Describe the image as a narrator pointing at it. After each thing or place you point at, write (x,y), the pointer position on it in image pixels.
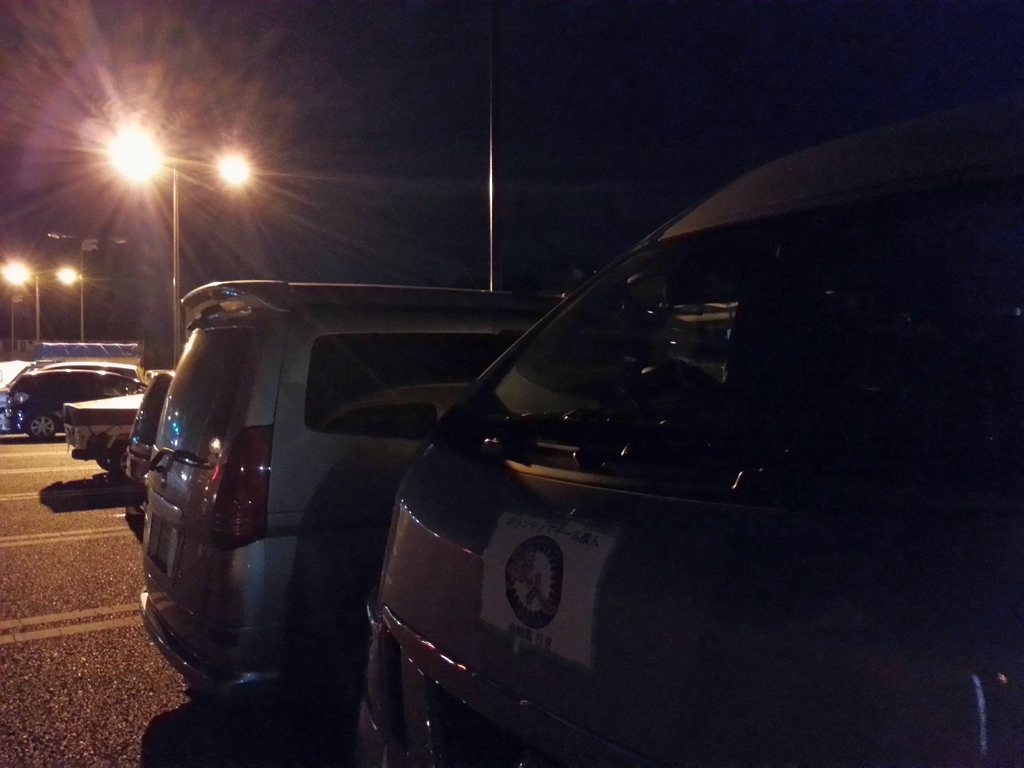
As we can see in the image there are cars (373,427) and lights (162,174). The image is little dark.
